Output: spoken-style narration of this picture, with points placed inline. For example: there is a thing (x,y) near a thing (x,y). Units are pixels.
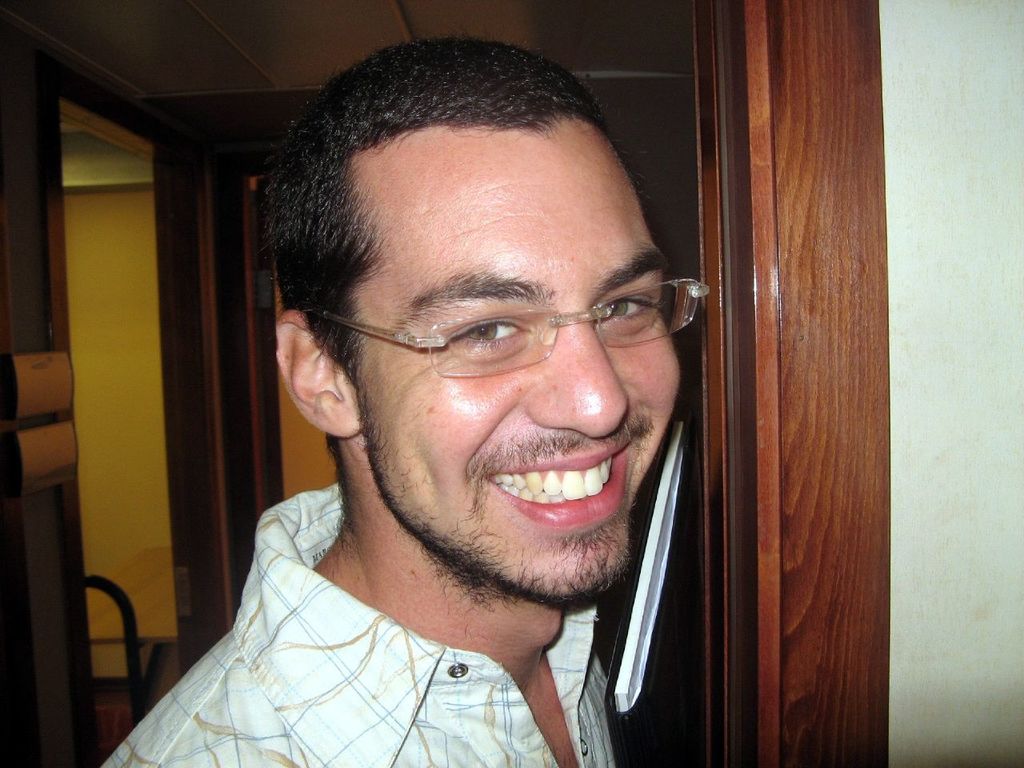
In the picture we can see a man (536,167) standing on the floor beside the wooden frame (847,716) to the wall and in the background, we can see wooden wall (67,608) and a man (387,606) is smiling and he is wearing a white shirt (350,752) with some designs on it.
